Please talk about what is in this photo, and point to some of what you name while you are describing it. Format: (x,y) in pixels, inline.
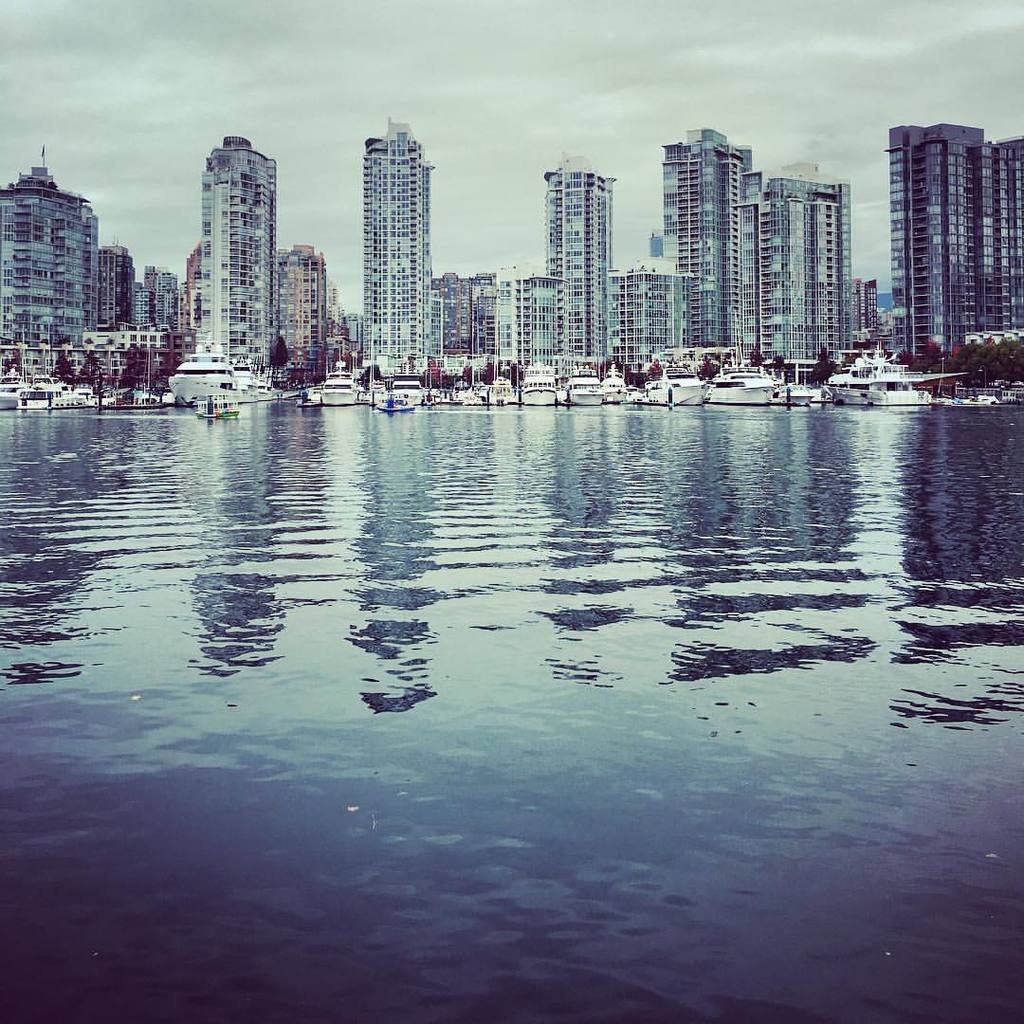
In this image I can see the water (555,649). In the background (233,388), I can see the ships (549,388), buildings (469,319) and clouds (377,80) in the sky (263,72).
